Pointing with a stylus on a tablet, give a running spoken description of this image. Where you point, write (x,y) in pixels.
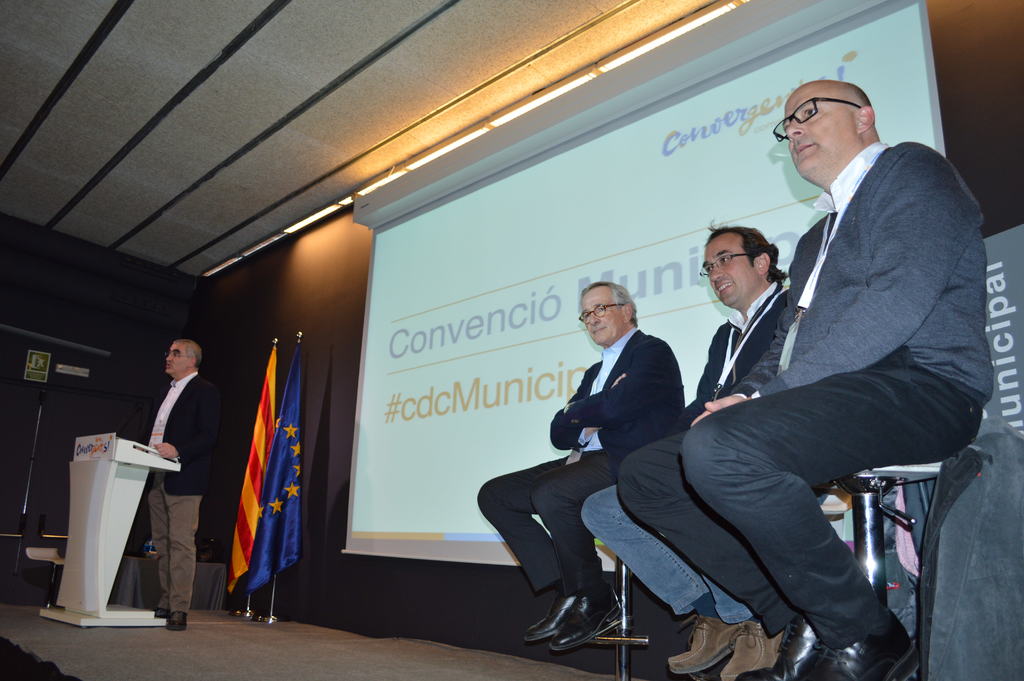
This picture describes about group of people (563,418), few are seated, in the left side of the given image we can find few flags (287,468) and a man (185,477) is standing in front of the podium (101,500), in the background (510,178) we can see a projector screen (528,186) and lights (495,126).
